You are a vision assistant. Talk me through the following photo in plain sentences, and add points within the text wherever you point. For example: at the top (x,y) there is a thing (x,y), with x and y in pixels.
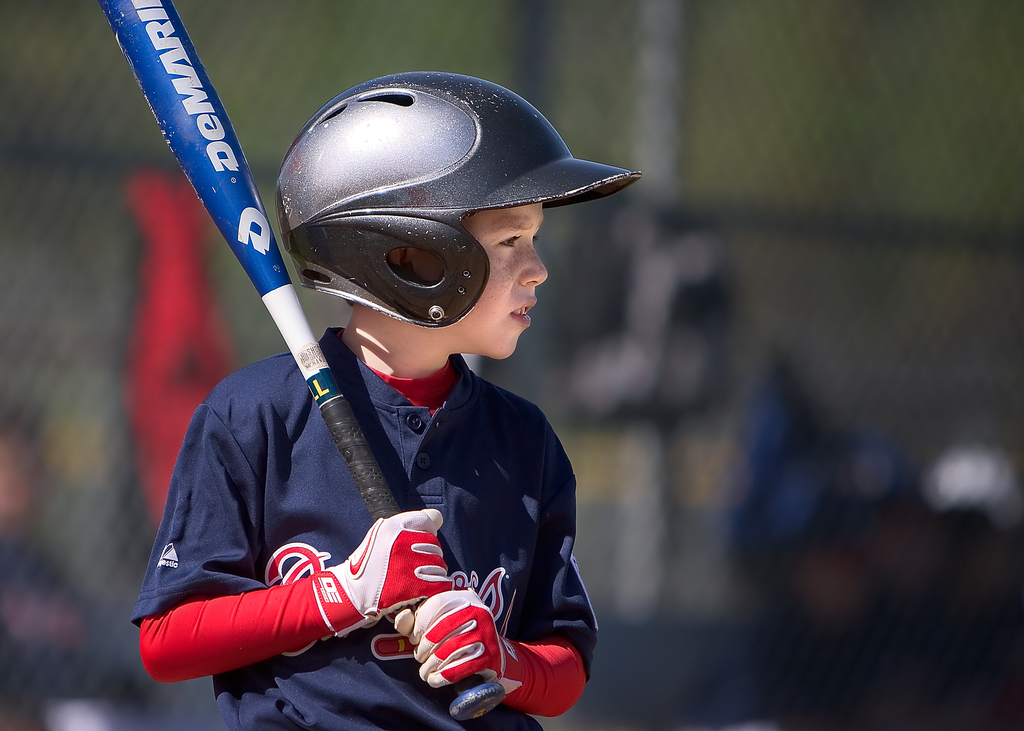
In this image we can see a boy (362,322) is standing, and holding the stick (275,274) in the hands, he is wearing the blue t-shirt (377,414), and helmet (458,298), the background (25,283) is blurry.
